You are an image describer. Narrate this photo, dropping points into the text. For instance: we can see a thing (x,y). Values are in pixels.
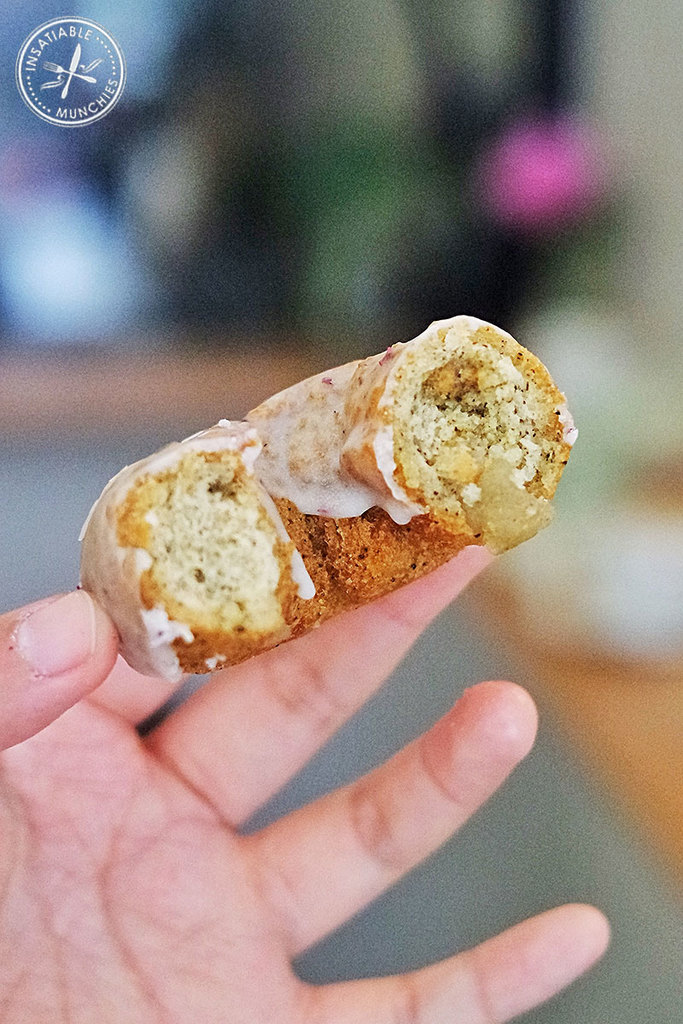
In this image I can see the person (230,702) holding the food (280,535). The food (337,555) is in brown and white color and there is a blurred background (273,251). I can see the watermark (80,67) on the image.
